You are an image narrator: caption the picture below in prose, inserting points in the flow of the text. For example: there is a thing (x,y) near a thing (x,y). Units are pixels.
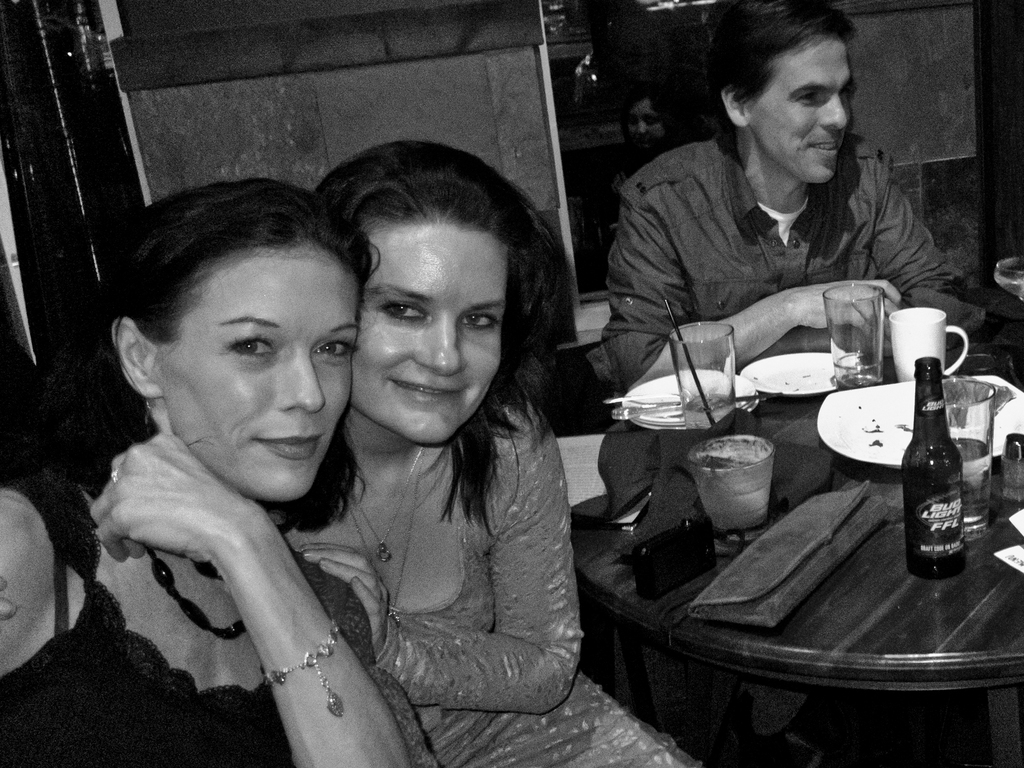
In this image i can see three persons (512,340) sitting on the sofa set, in front of them there is a table (848,634), on the table (831,628) there are glass (765,507) and bottle (934,486), plate (820,435) visible and left side (327,398) there are two woman (439,541) seen and there are smiling and right side (838,239) a person (849,253) sit and he is smiling.
